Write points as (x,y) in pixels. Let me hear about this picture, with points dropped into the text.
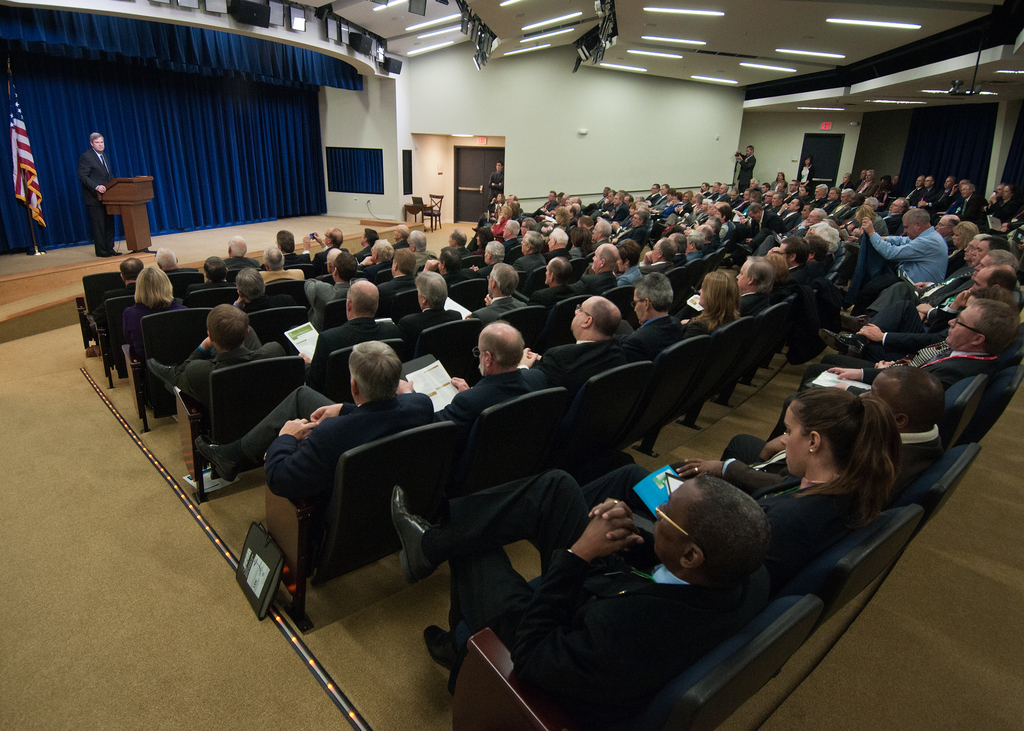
On the left side of the image (99,174) we can see a person (83,159) is standing, a flag (14,117) and curtains (100,85) are there. In the middle of the image (585,327) we can see a group of people (405,413) is sitting on the chairs (276,365) and a door (457,210) is there. On the right side of the image (827,246) we can see group of people (860,331) is sitting on chairs (821,557) and some lights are there.
